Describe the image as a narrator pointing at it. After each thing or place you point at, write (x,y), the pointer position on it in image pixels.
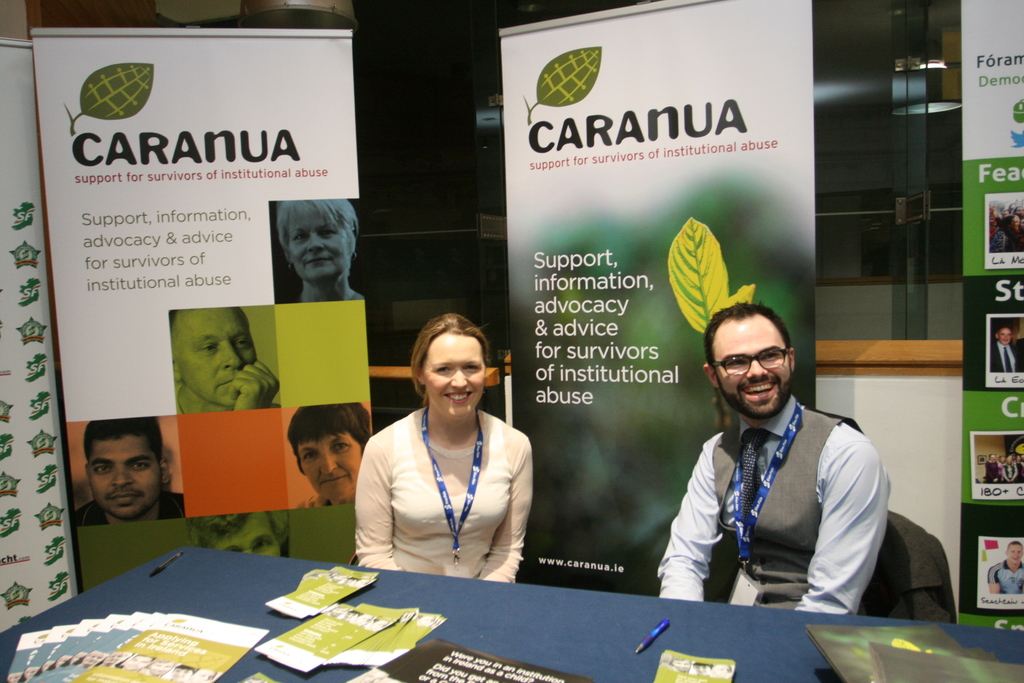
In this picture there is a man (741,460) and a woman (387,465) in the center of the image (400,448) and there is a table (743,681) in front of them, on which there are papers (426,681) and pens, there are posters (591,304) in the background area of the image (697,182).
